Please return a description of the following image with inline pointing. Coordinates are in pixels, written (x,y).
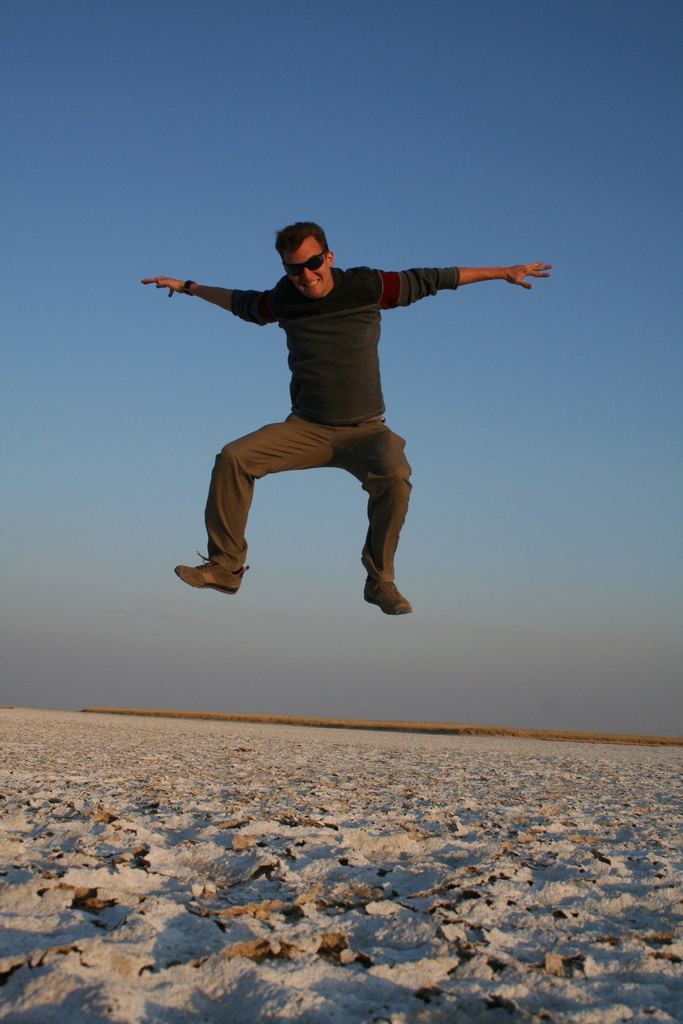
In this image I can see the person (243,464) in the air (431,361). The person (334,385) is wearing the black, grey and brown color dress (332,372) and also goggles (313,268). In the bottom (140,913) I can see the sand (214,801). I can see the blue sky (139,264) in the back (431,265).
